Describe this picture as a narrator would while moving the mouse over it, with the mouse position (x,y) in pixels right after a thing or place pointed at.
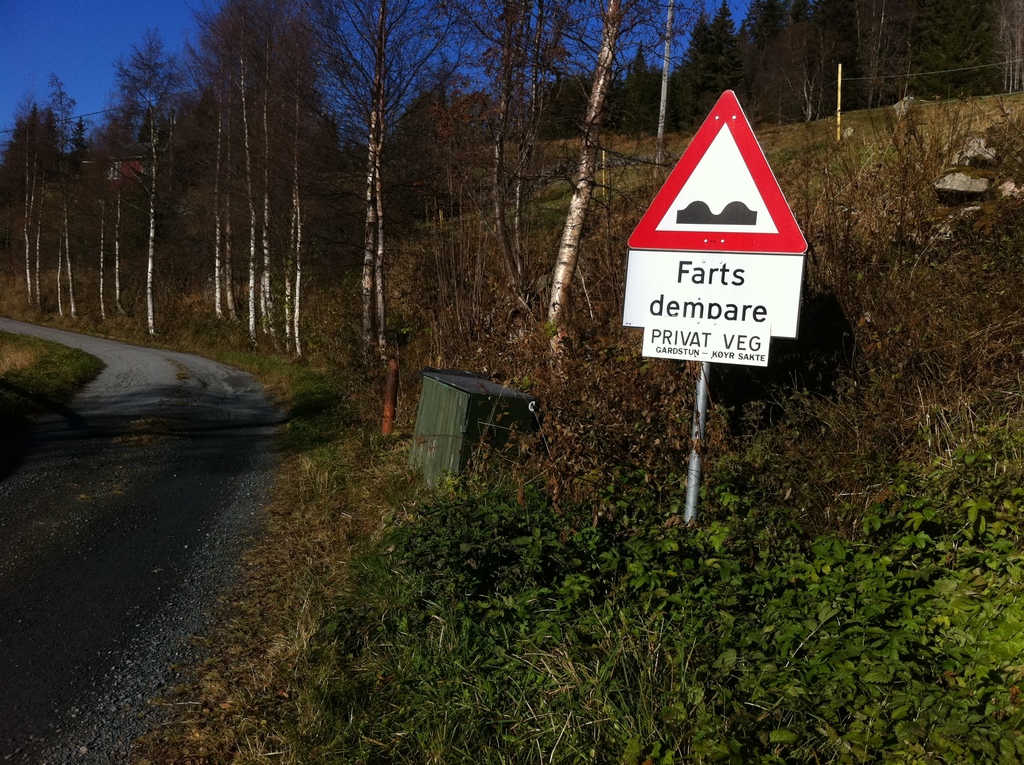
In the picture I can see the road (170,468) on the left side (167,425). There are trees (383,339) on the side of the road (220,531). I can see a caution board pole (667,267) on the side of the road (233,527) on the right side (695,362). I can see a wooden block cabinet (504,402) on the side of the road (197,525). I can see the blue sky (89,45). There are plants (652,522) at the bottom of the picture (635,522).
